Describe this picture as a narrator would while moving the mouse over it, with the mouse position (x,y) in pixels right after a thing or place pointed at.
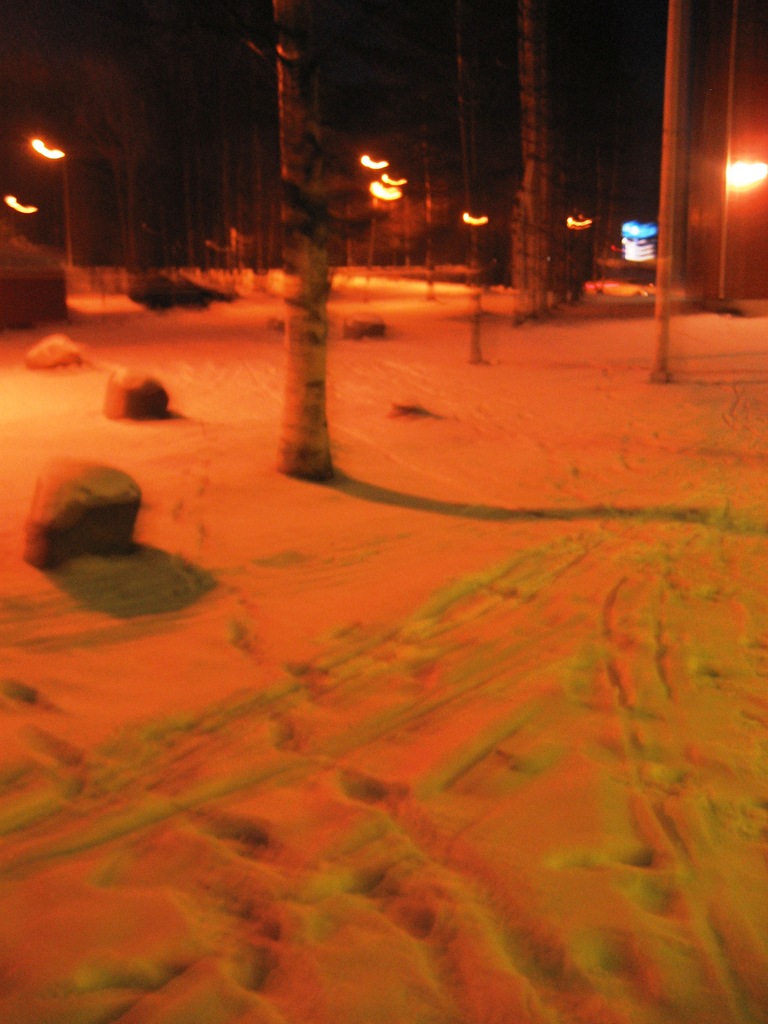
In this image, we can see the ground (273,369). We can see some rocks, trees (306,330). We can also see some lights (641,257). We can also see an object (652,246).
